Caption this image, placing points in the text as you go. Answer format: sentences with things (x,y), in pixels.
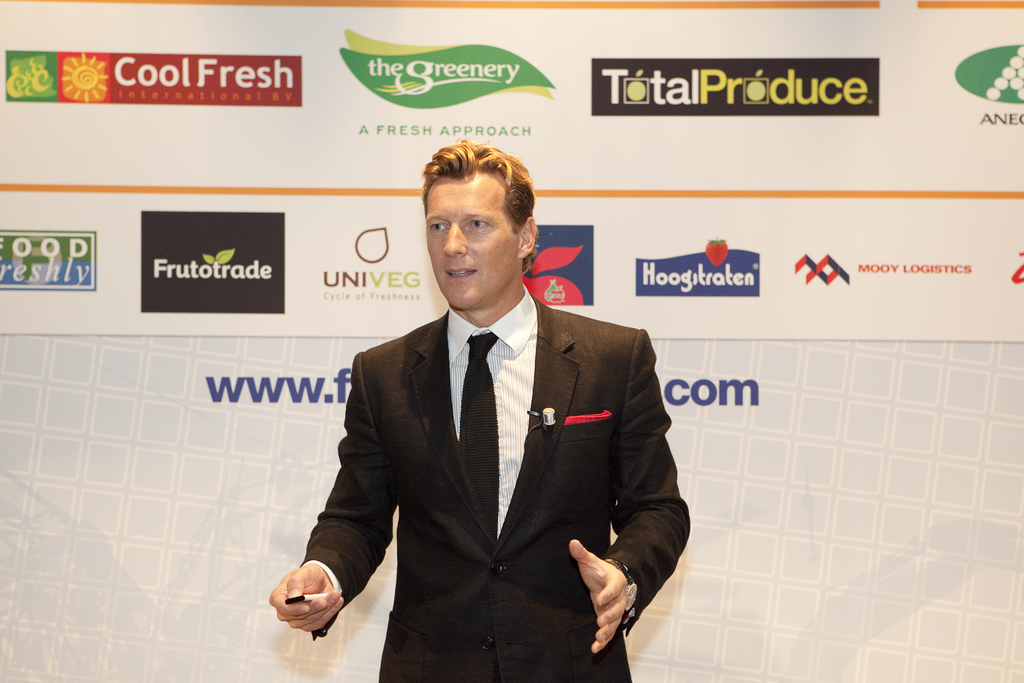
In this picture, we see the man (547,548) in the black blazer (535,602) is standing. He is holding something in his hand (315,570) and he is trying to talk something. In the background (250,382), we see a white banner (764,422) and a white color board (282,202) on which we can see the logos (162,237) of the organizations.
